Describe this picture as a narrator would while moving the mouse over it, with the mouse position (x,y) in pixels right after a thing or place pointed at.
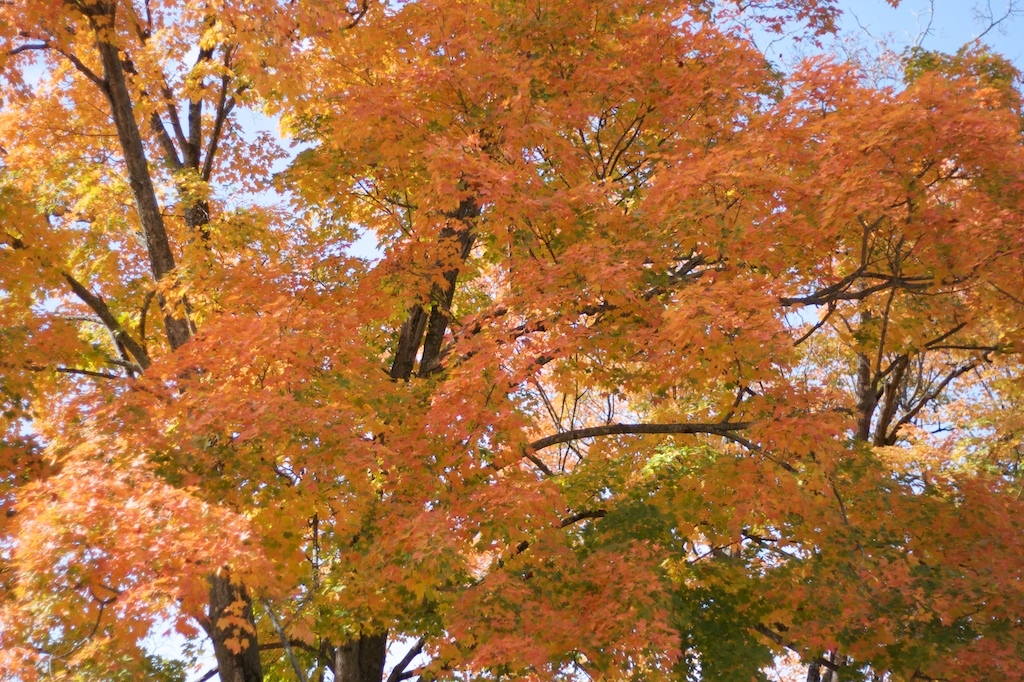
In this image I can see few trees (650,343) in green, yellow and orange color. I can see the sky (218,185).
